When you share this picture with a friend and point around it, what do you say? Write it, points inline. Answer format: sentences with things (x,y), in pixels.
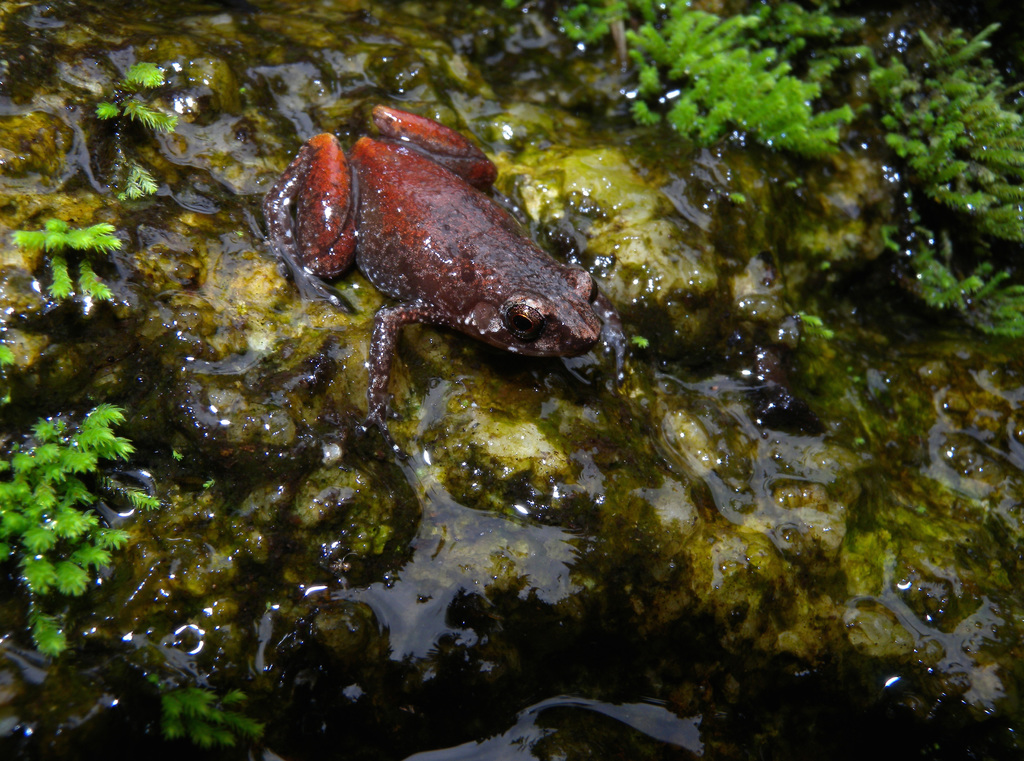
In this picture we can see the water (712,184), tiny plants (911,176) and a frog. Stones (496,404) are visible.
